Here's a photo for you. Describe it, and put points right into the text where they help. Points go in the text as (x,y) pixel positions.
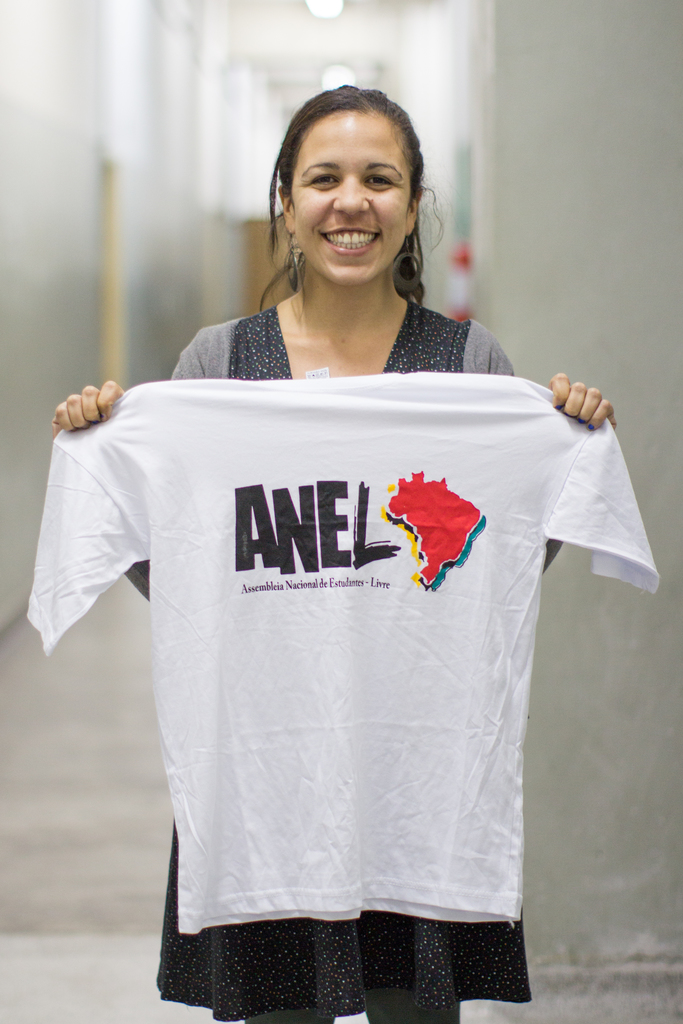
The woman (247,320) in front of the picture is wearing a grey and black dress (257,347). She is standing and she is holding a white T-shirt (360,730) in her hands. She is smiling. Behind her, we see a white wall (568,320). At the top (368,6), we see the lights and the ceiling (381,14) of the room (249,94). This picture is blurred in the background (72,818).
